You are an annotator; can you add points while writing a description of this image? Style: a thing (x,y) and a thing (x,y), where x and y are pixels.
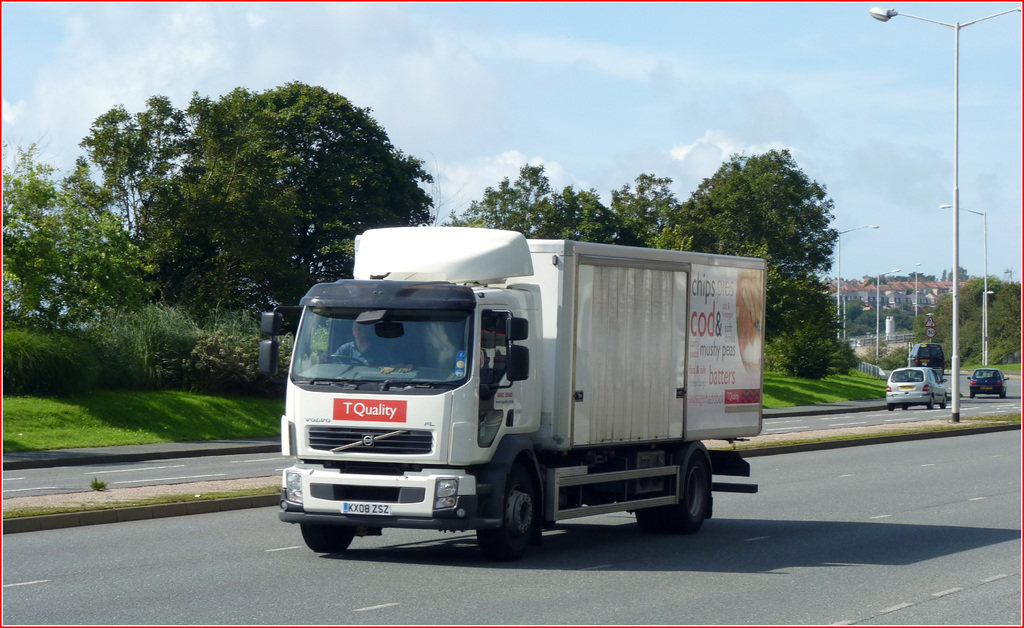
In this image we can see many trees (359,179) and plants (110,353). There are few vehicles (661,414) in the image. There are many street lights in the image. There is a sky (872,273) in the image. There is a grassy land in the image. There is a divider (205,496) in the image. There are many houses (892,292) in the image.
